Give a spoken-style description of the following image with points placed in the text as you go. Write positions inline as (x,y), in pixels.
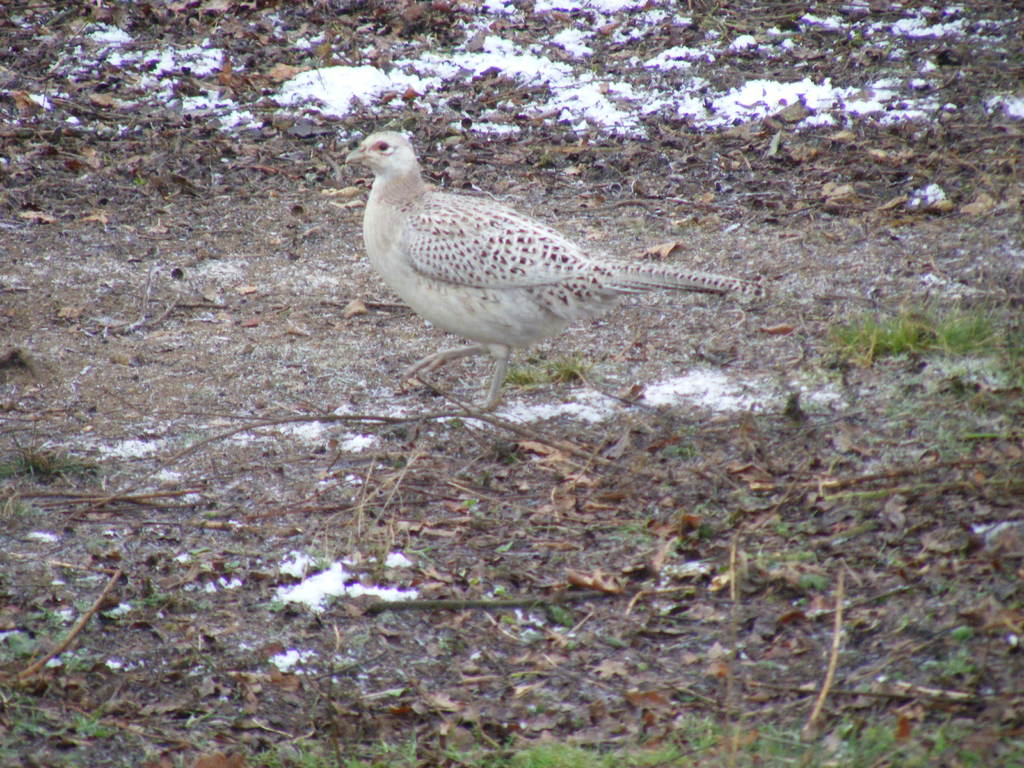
In the center of the image (471,301) there is a bird (546,307). At the bottom (531,758) there is grass (856,349).
